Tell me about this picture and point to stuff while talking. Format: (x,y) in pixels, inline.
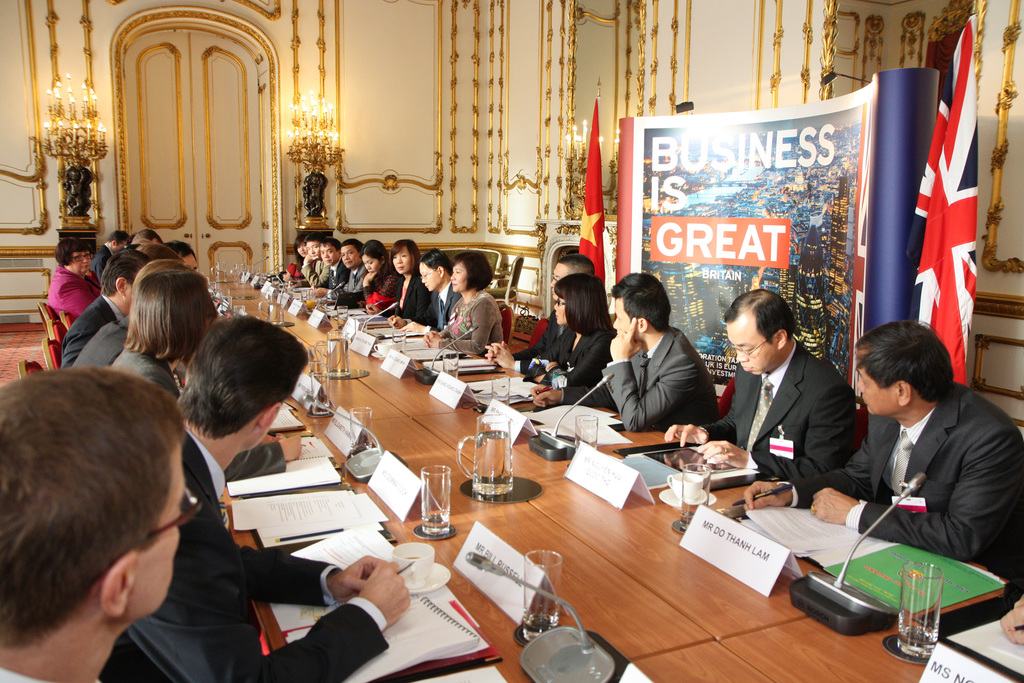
In this image, we can see some people (552,322) sitting on the chairs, there is a table (719,611), there are some papers (407,345) and there are some glasses (540,580) on the table (358,404).
